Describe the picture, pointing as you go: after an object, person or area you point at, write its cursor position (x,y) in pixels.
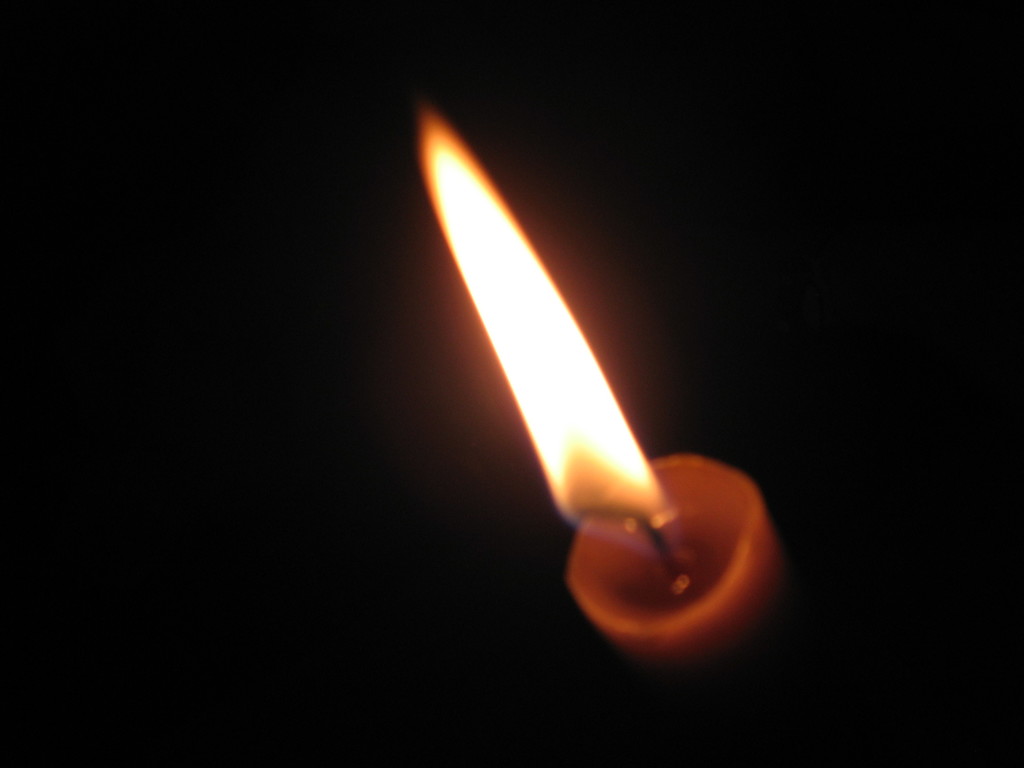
In this picture there is a candle (518,226) at the bottom side of the image (722,636).
